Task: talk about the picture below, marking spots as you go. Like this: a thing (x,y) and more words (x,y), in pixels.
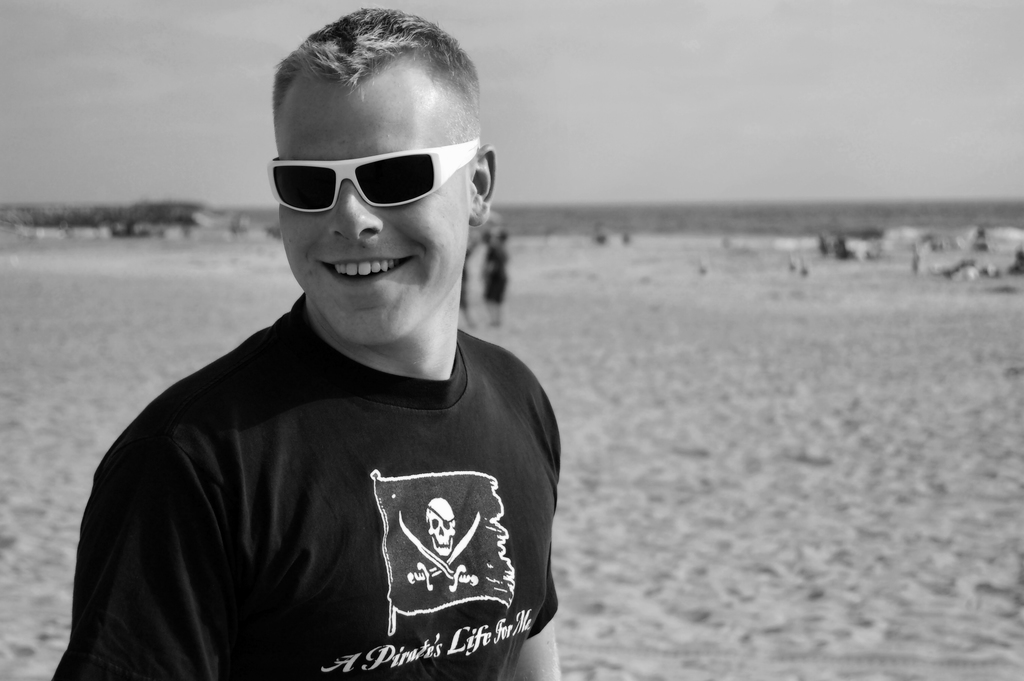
This is a black and white pic. Here we can see a man (341,503) standing and goggles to his eyes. In the background (175,263) the image is not clear but we can see few persons (489,304) standing on the sand (958,424), water (558,209), some other objects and sky (633,187).
